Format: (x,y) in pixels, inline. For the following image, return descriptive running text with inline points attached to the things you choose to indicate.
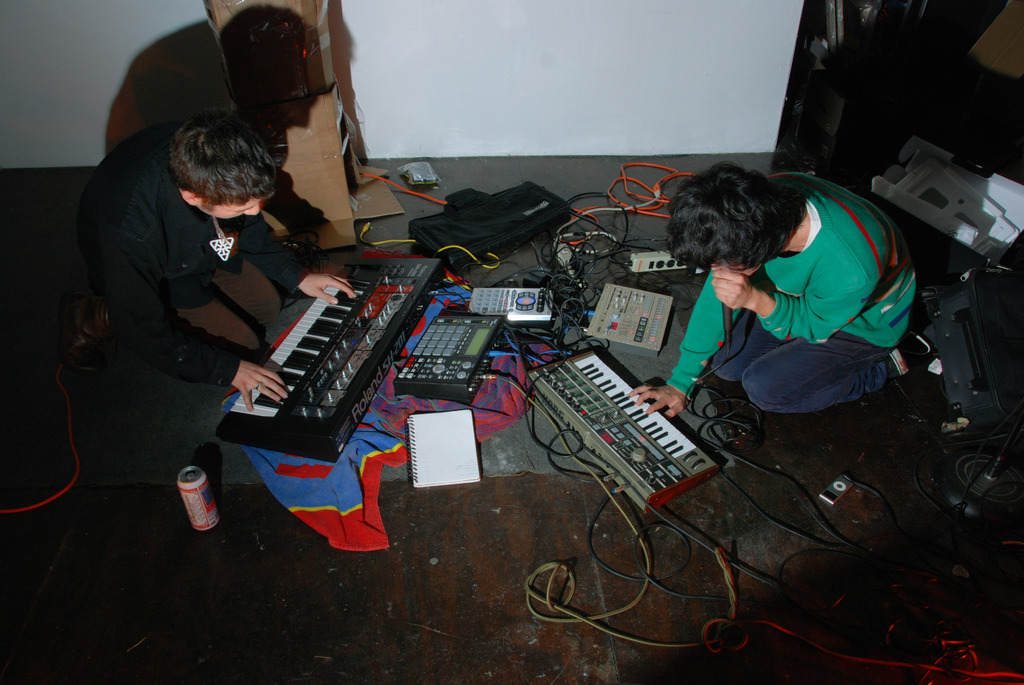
Here we can see two persons (840,368) are sitting on the floor (326,649). These are some musical instruments (483,328) and there is a tin (199,503). On the background (725,9) there is a wall (607,69) and these are the cables (606,235).
